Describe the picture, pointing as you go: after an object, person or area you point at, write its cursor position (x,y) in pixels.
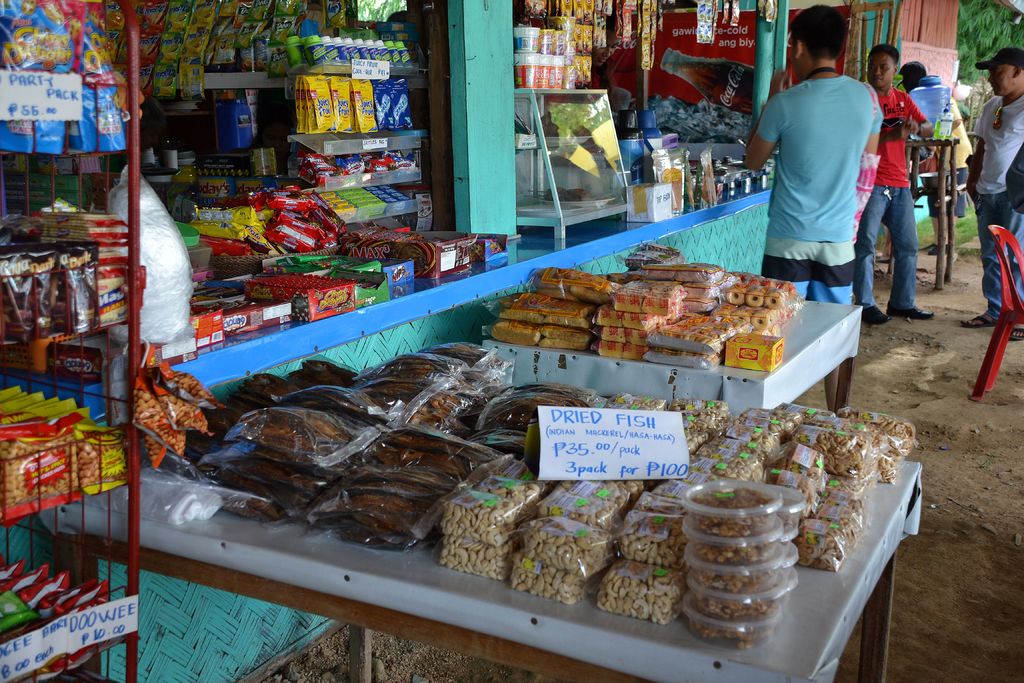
At the bottom of the image (259,539) there are some tables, on the tables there are some food packets (712,298). Behind the table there is a store (581,43). In the top right corner of the image (880,86) few people (1002,198) are standing. Behind there are some trees (1010,20) and there is a chair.
